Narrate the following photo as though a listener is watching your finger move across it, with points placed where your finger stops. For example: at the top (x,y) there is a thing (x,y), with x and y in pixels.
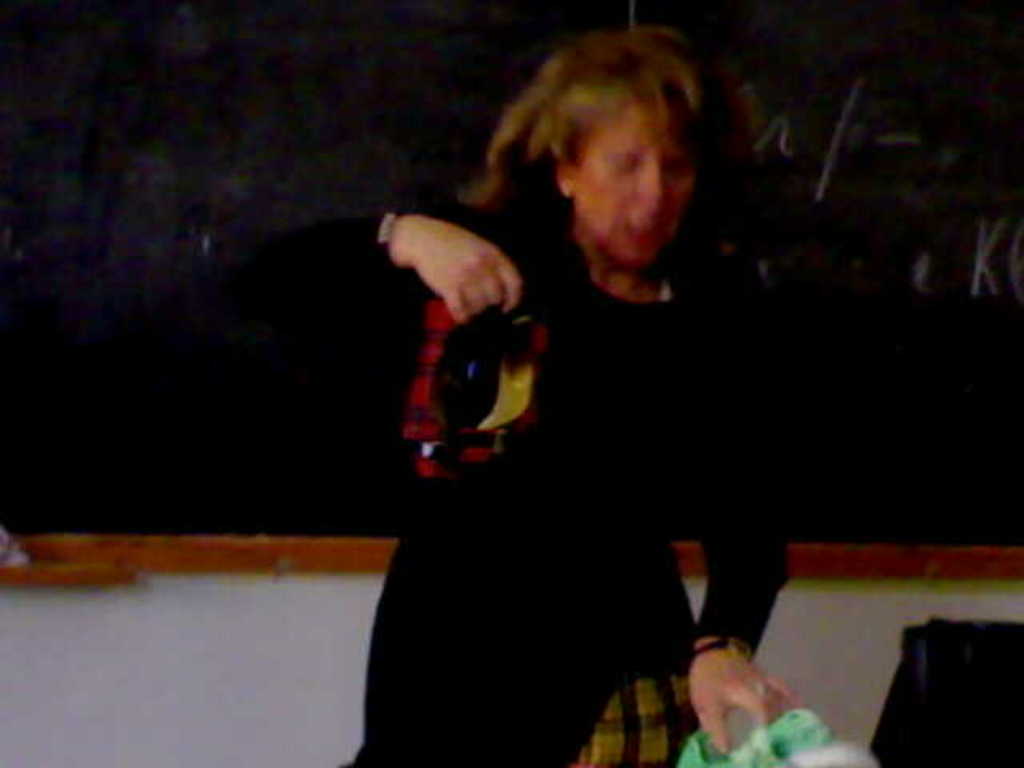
In this picture we can see a woman (648,449) holding an object (481,440) with her hand (702,655). There is a bag (938,671). In the background (268,584) we can see a wall (234,586) and a black board (383,209).
